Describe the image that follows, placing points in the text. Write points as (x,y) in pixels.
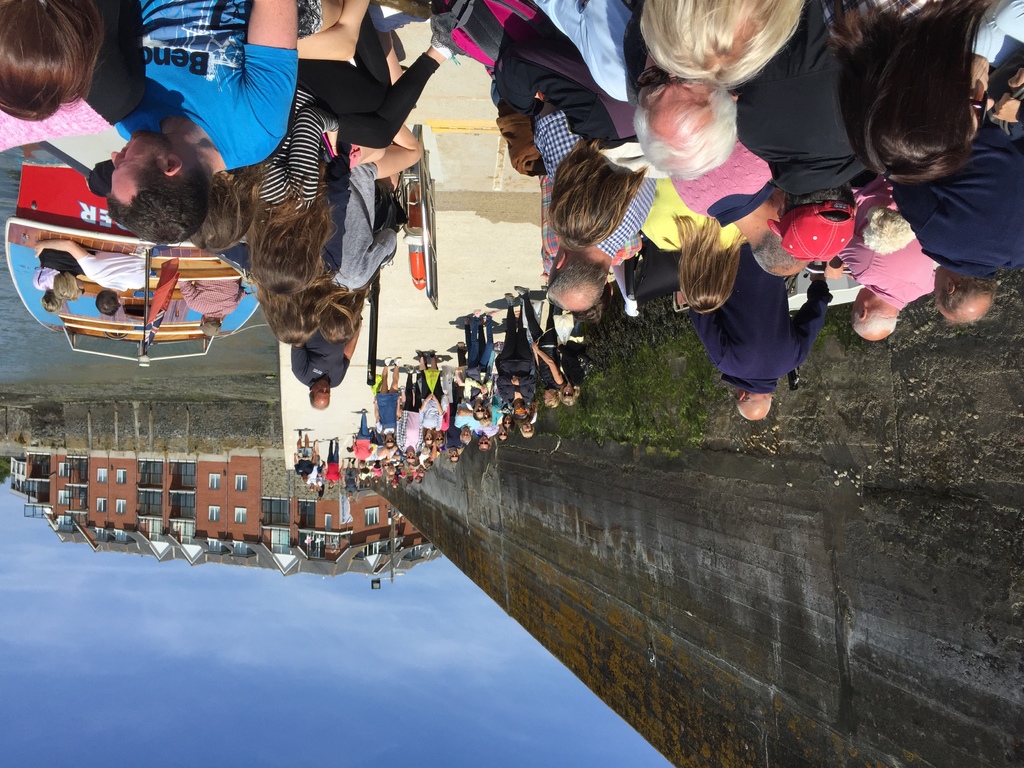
In this picture I can see there are few people (450,428) walking, there is a wall (569,559) at right side (733,717) and there is a lake (40,372) at left side (20,372), there is a boat (47,212) sailing on the water (80,356) and there are a few people (64,276) sitting in the boat (242,319). There is a building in the backdrop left side and the sky (4,527) is clear.
